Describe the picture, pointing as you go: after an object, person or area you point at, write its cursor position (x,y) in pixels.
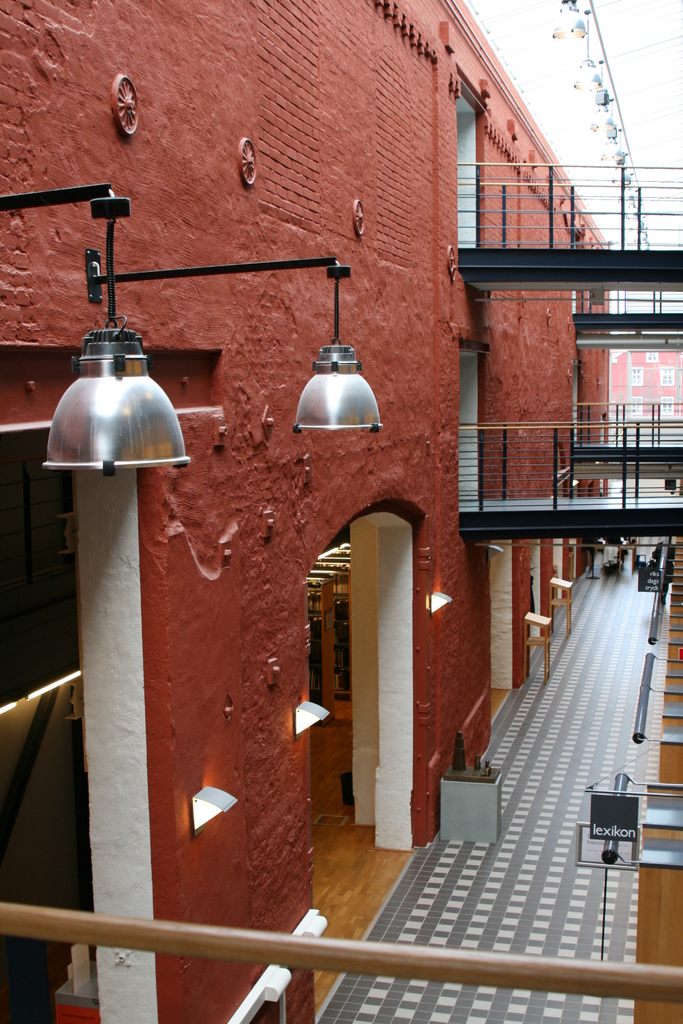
In this image I can see the building (391,407) with railing (618,301) and the lights (318,383). To the right (616,863) I can see the boards (616,863). In the background (552,80) I can see one more building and the sky (583,122).
